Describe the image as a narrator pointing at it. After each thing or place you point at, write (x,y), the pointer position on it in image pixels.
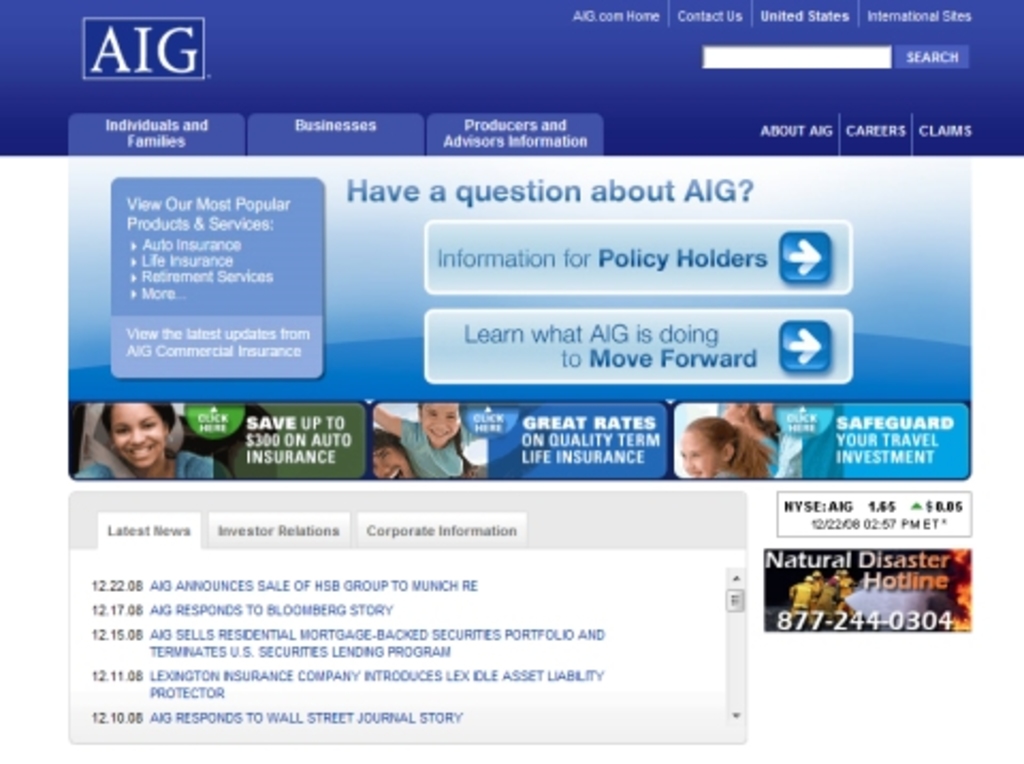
This is a page (915,544) and on this page (259,675) we can see symbols (828,260), text (270,230) and some people (105,468) smiling.
